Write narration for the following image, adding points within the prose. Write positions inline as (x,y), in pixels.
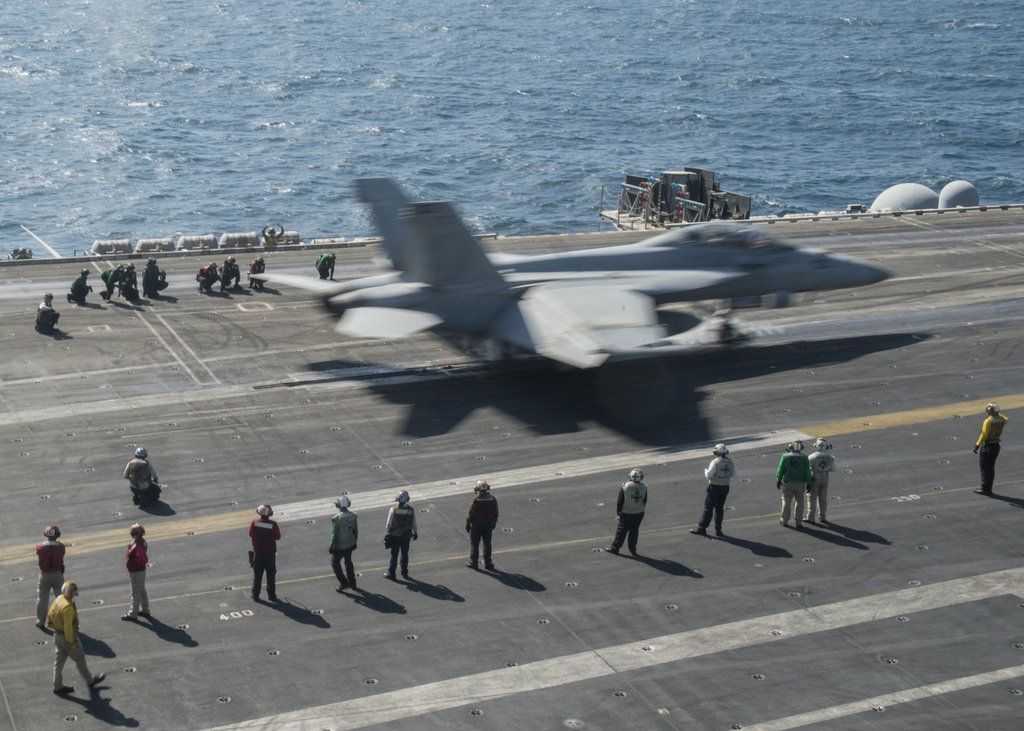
In the foreground of this image (440,551), there are few people (271,600) standing and squatting on the runway (75,350) and also we can see an airplane (364,333) above the surface of the runway (476,414). At the top (382,100), there is water (259,43).
